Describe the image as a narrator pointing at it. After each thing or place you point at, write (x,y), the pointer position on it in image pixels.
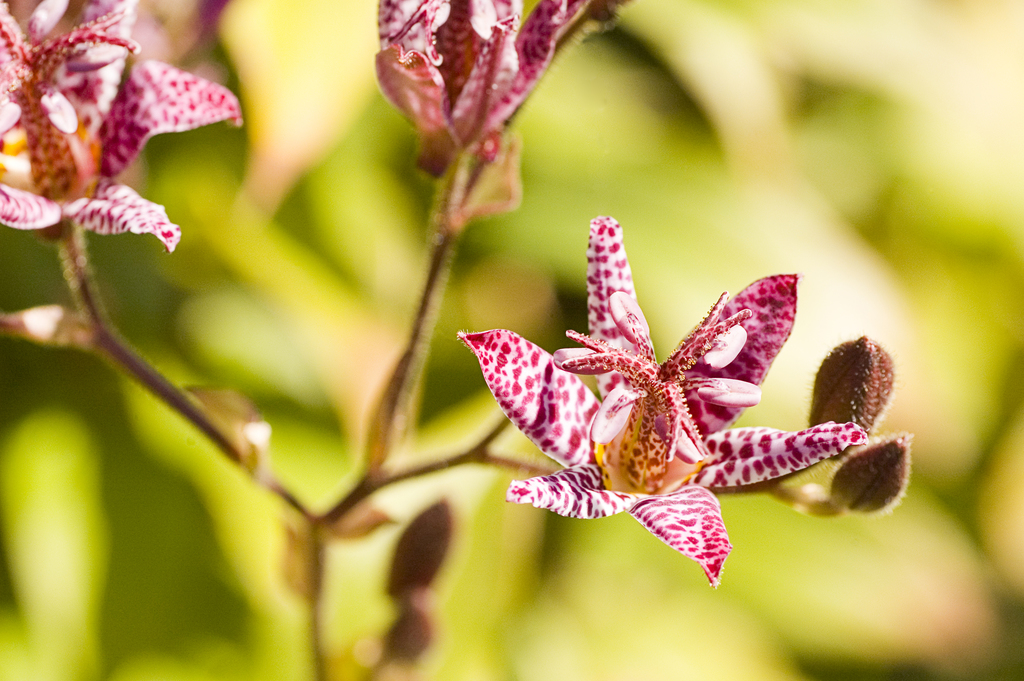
This image is taken outdoors. In the background (139,19) there is a plant (302,255). In the middle of the image (546,398) there are three beautiful flowers (49,75) on the plant (411,532).
